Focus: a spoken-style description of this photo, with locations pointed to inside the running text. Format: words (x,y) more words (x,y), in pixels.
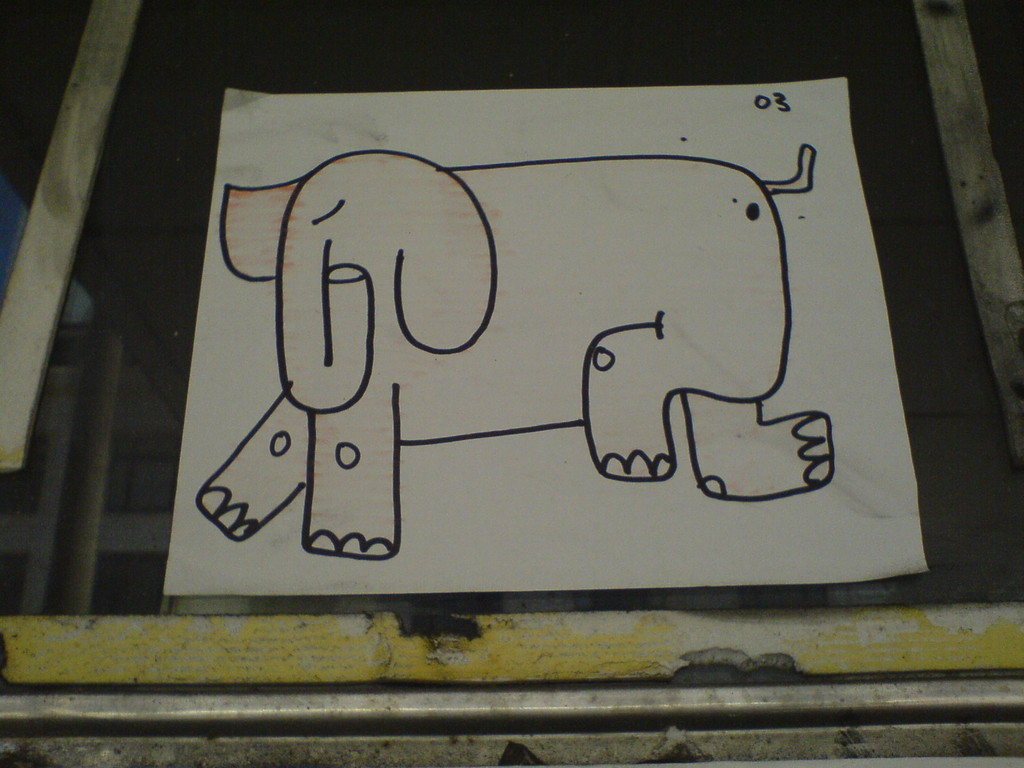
In the picture there is an elephant image (725,304) drawn on a paper (622,321) and the paper (463,148) is kept on a table (228,18).
